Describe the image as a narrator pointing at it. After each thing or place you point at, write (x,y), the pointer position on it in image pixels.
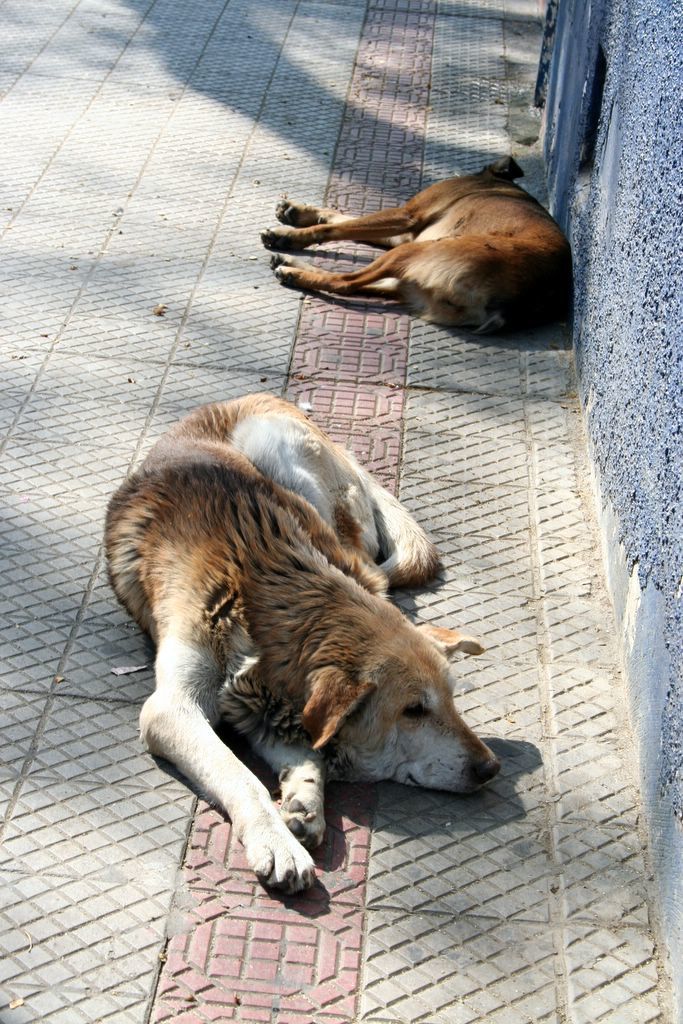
In the picture we can see a path (485,716) on it we can see two dogs (268,537) are sleeping and near it we can see a wall (665,406) which is purple in color.
